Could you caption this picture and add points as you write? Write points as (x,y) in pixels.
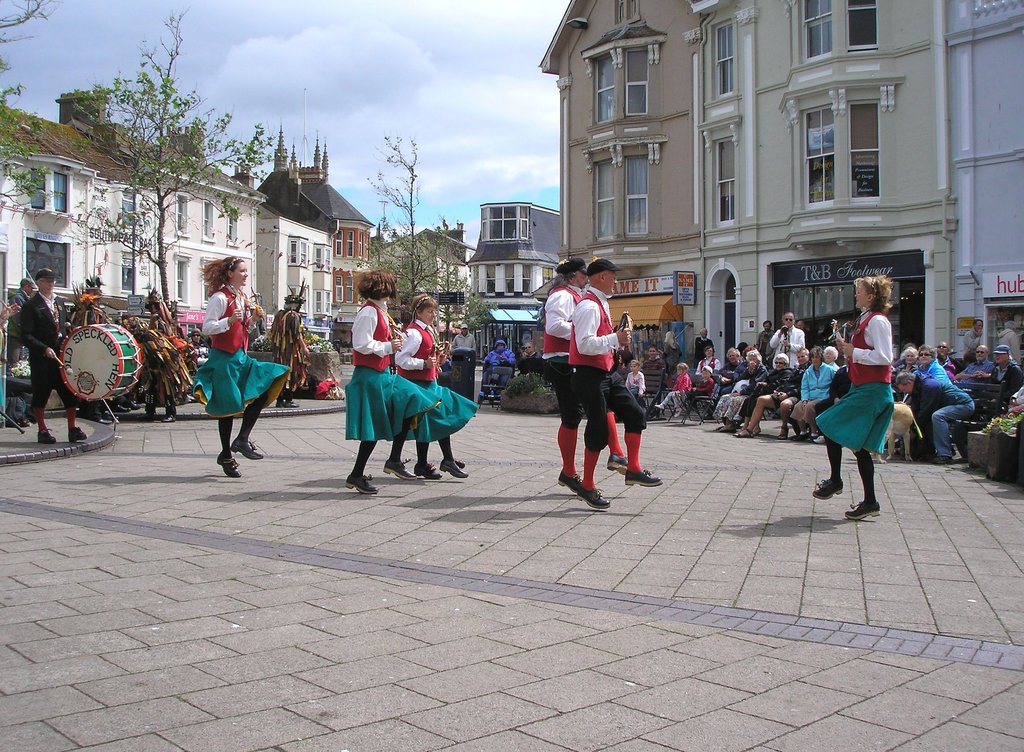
In the foreground of this picture (488,438), there are people (588,432) dancing on the ground (541,536). On the left side of the image (55,322), there is a man (46,313) playing a drum (98,355). In the background (775,362), there are audience (909,364), buildings (770,195), trees (382,239), and the sky (360,78).
